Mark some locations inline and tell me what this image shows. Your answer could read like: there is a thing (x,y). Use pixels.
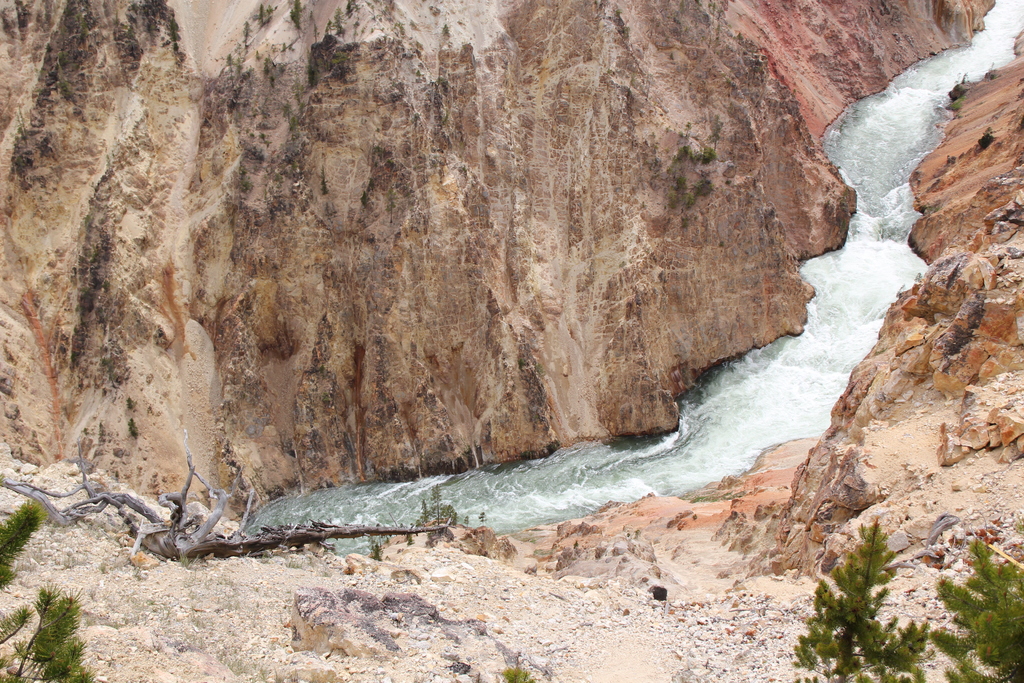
These are the hills (670,328). In the middle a river (732,453) is flowing, on the right side (880,593) there are green color trees (869,654).
